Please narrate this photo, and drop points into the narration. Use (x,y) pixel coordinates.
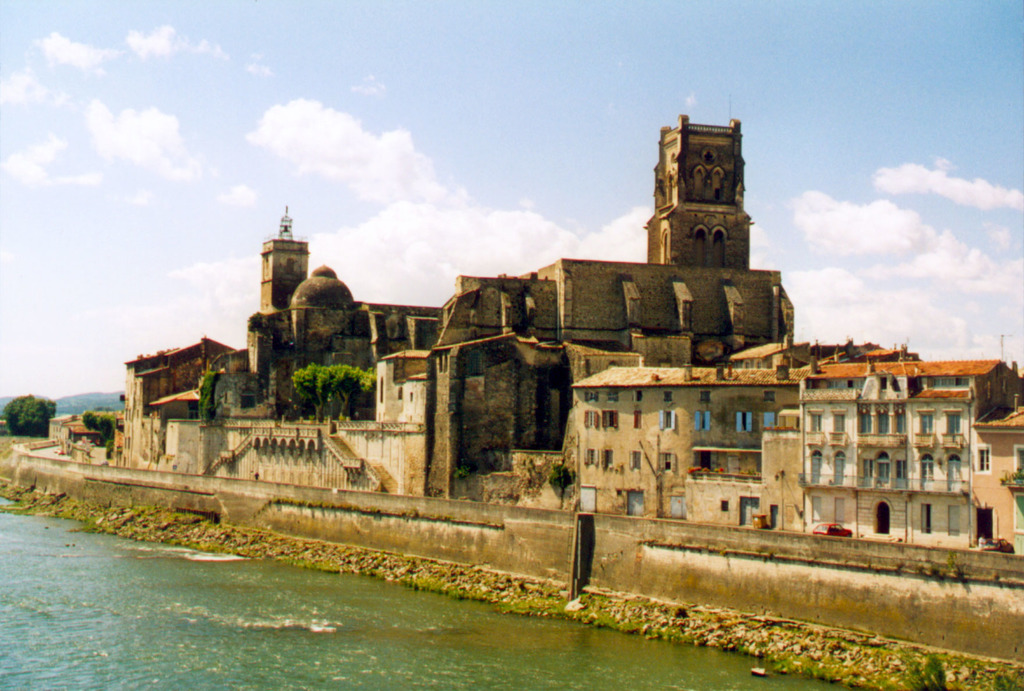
In this image I can see there is a river (66,594), a fort (652,339), buildings (817,485) and vehicles (832,534) parked on the road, trees (20,421) and the sky (645,30) is cloudy.
